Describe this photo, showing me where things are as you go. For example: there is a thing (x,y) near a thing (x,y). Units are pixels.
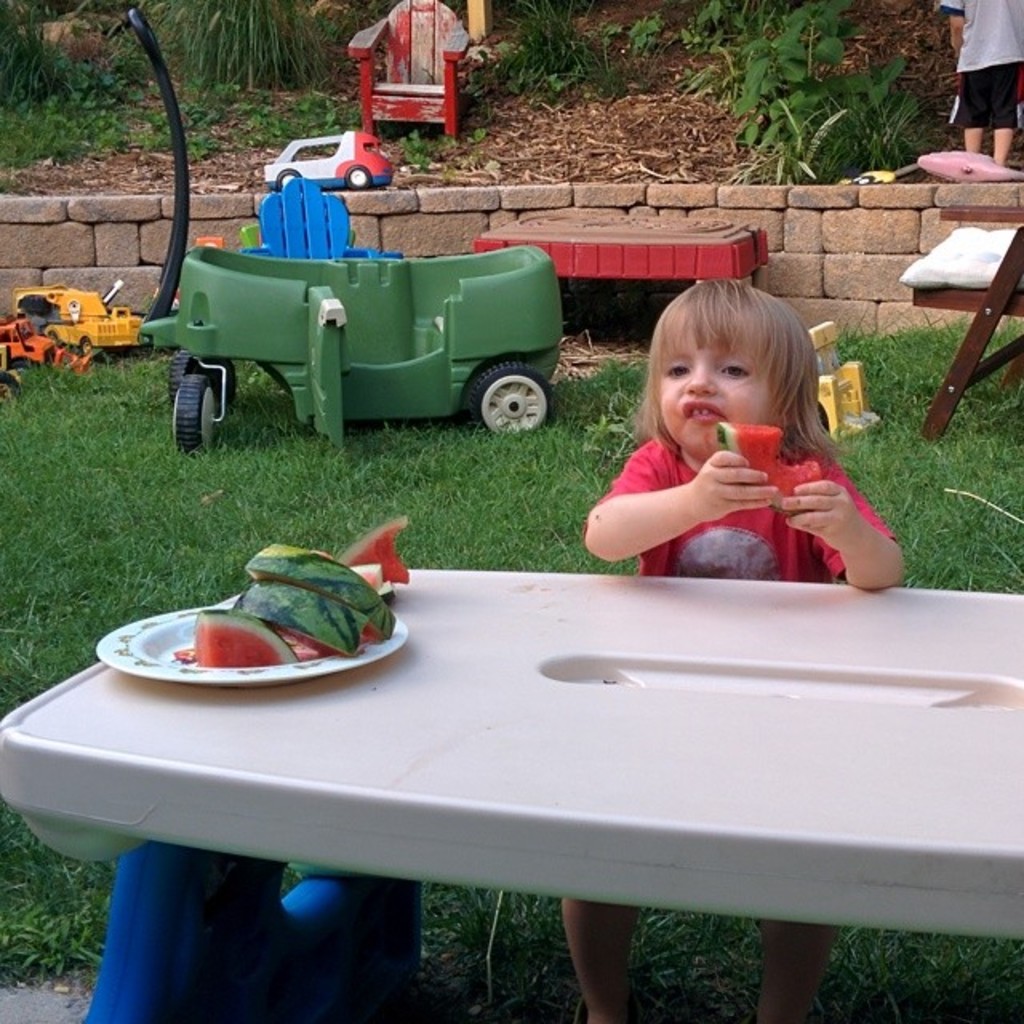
In the image we can see there is a person (757,494) who is standing and holding a watermelon piece (768,464) in his hand (829,502) and on the table (300,735) there is a plate (336,671) in which there are pieces (255,632) of watermelon (245,605) and at the back (466,361) there are car toys (325,378) and plants (256,56).
